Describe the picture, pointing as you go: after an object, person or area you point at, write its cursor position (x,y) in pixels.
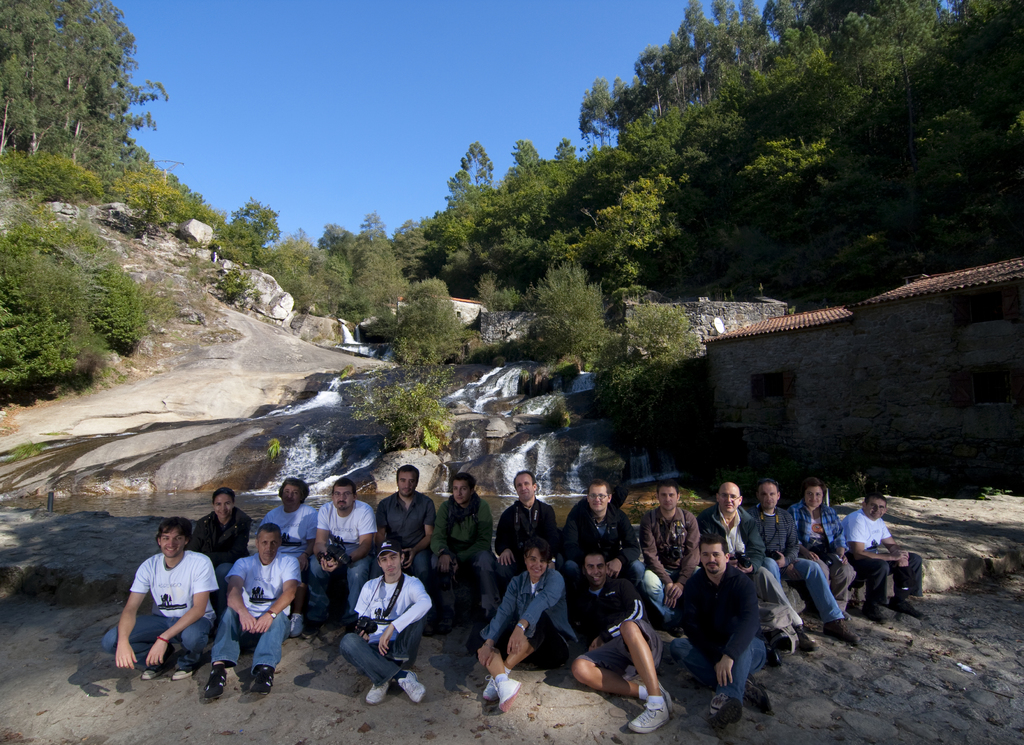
In this image I can see group of people (598,673) sitting. In front (361,649) the person (352,661) is wearing white and blue color dress (402,640) and holding the camera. Background (492,397) I can see the waterfall (498,384), trees (726,201) in green color and the sky (368,135) is in blue color.
